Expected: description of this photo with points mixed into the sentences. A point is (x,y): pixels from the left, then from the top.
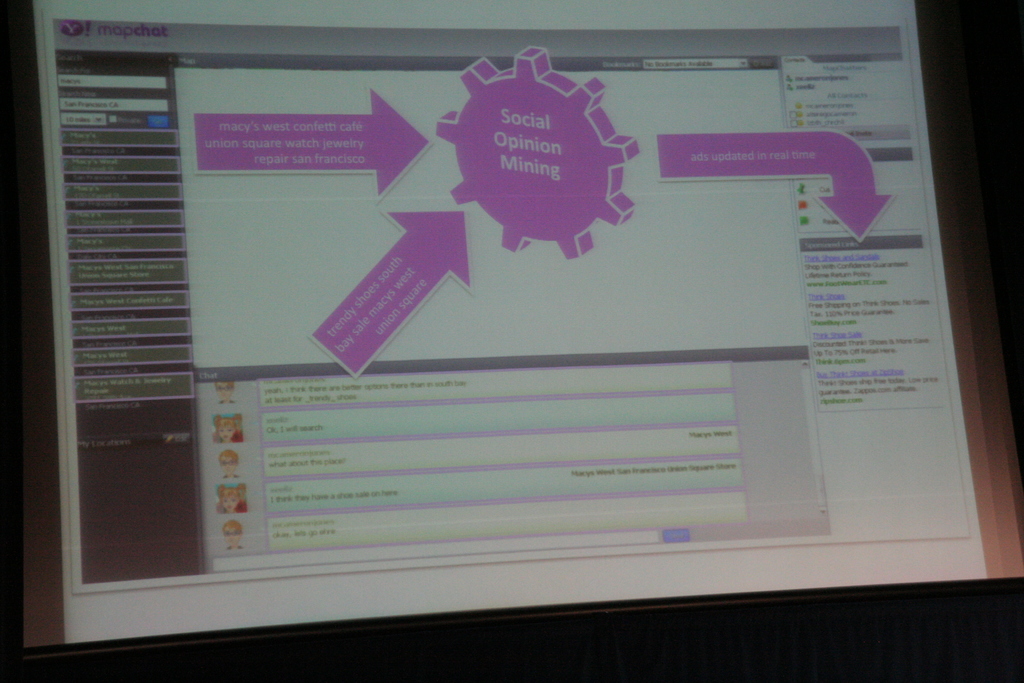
In this image we can see the screen (399,292) with text (103,206) and label (536,115).
